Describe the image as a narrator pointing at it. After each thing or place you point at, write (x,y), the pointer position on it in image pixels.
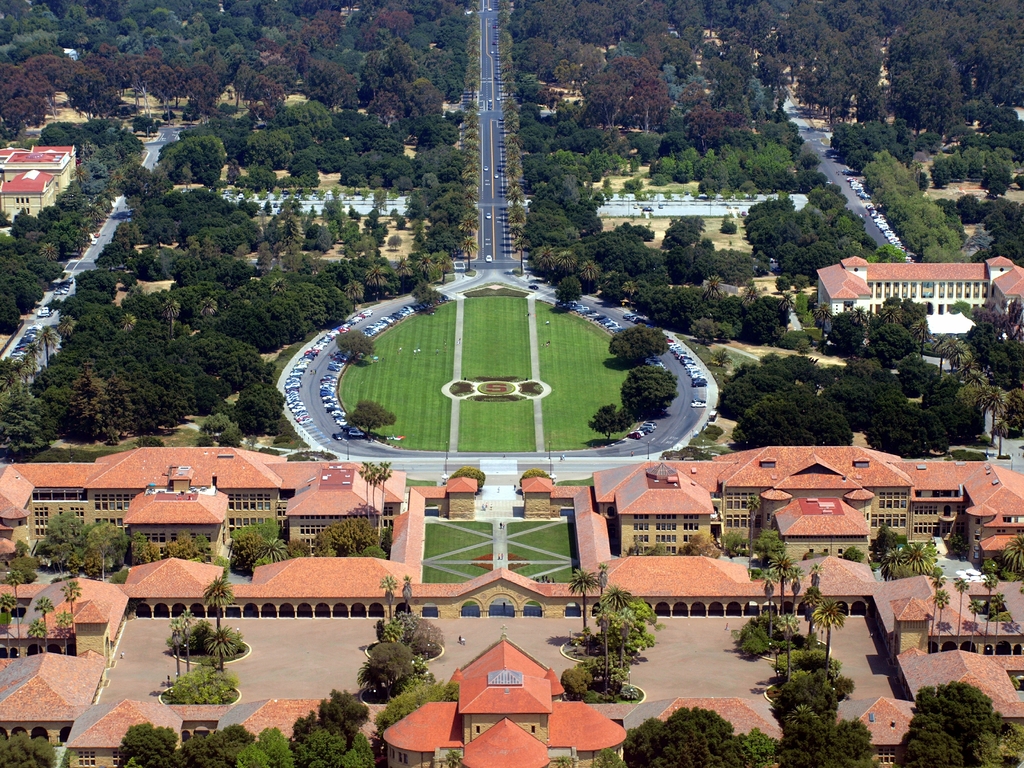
In this image I see the buildings (60,709), green grass (484,370) and I see grass (528,538) over here too and I see number of trees (265,310) and I see the road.
